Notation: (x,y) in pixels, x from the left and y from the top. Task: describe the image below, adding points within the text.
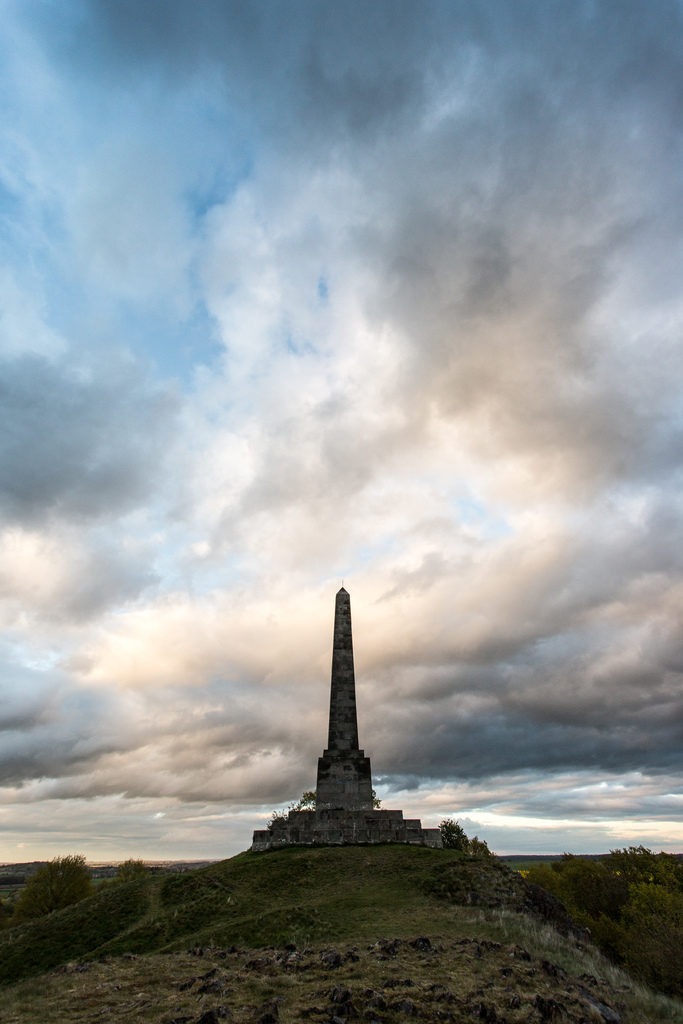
In this image I can see an open grass ground (282,916) and on it I can see the stone pillar (359,803). On the both sides of the image I can see few plants (623,874). In the background (419,659) I can see clouds (176,745) and the sky (153,491).
